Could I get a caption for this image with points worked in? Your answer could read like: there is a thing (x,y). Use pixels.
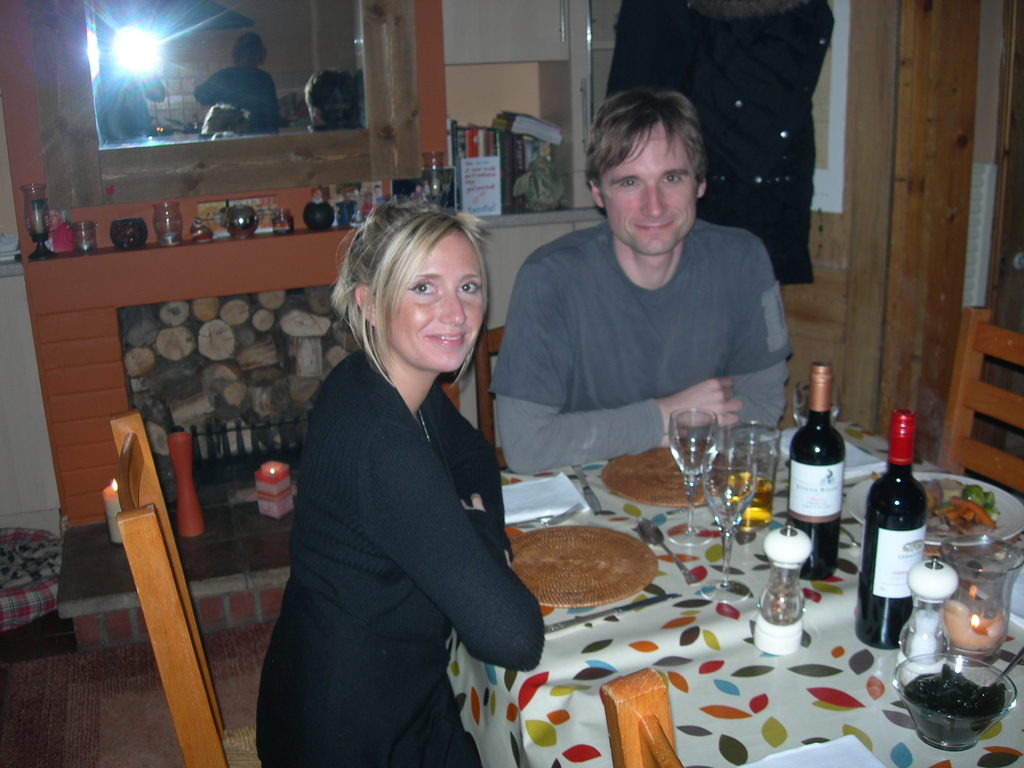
It's a closed room (506,665) with two people (389,685) sitting on the chairs (142,502), in front of them there is a table (591,703) and the glasses (757,485), wine bottles (807,464) and spoons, plates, cups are placed on it. Behind them there is wooden fireplace (241,385), in front of that there are candles (273,470) and above that there is a mirror (125,122) and glass jars (167,237) are placed in front of the mirror (154,94), beside that there is a shelf (538,214) filled with books (518,175) and in the mirror (284,125) there is a reflection (251,100) of two other people's (246,80).
